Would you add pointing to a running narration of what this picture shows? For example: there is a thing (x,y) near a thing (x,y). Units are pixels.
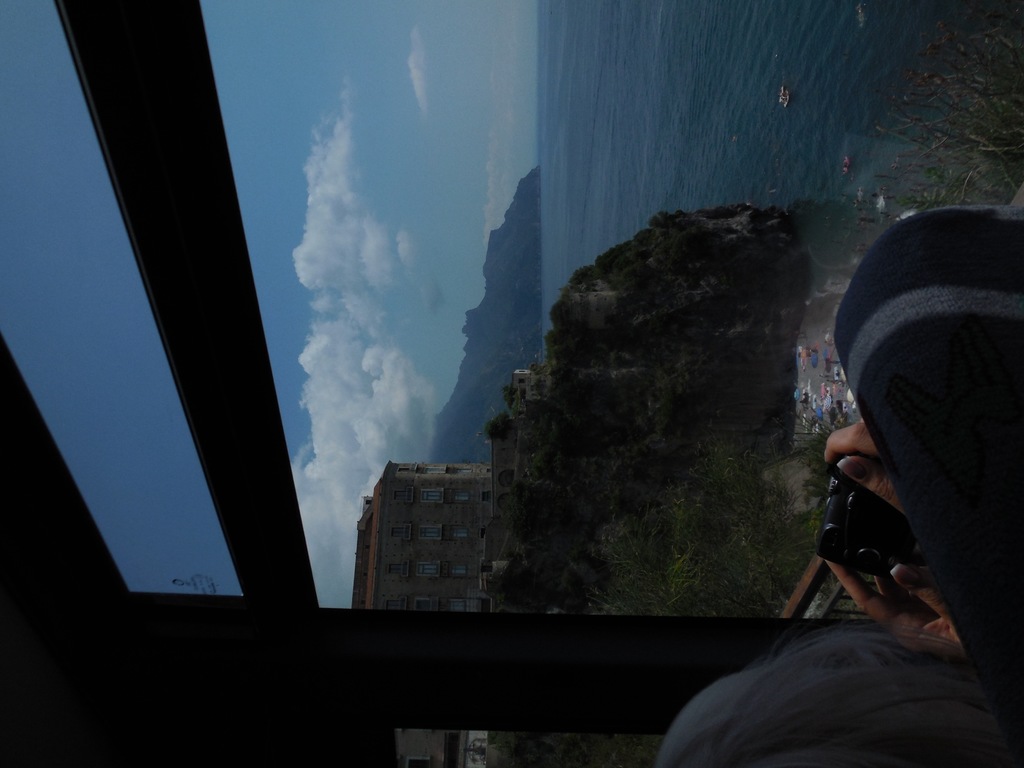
In this image, we can see a person (867,442) holding an object (866,507). We can also see an object (917,414) on the right (906,527). We can also see some glass (363,103). We can see some water (715,203) with some objects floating on it. We can see some houses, trees (581,443) and hills (778,305). We can also see the sky (436,268) with clouds (383,237).
